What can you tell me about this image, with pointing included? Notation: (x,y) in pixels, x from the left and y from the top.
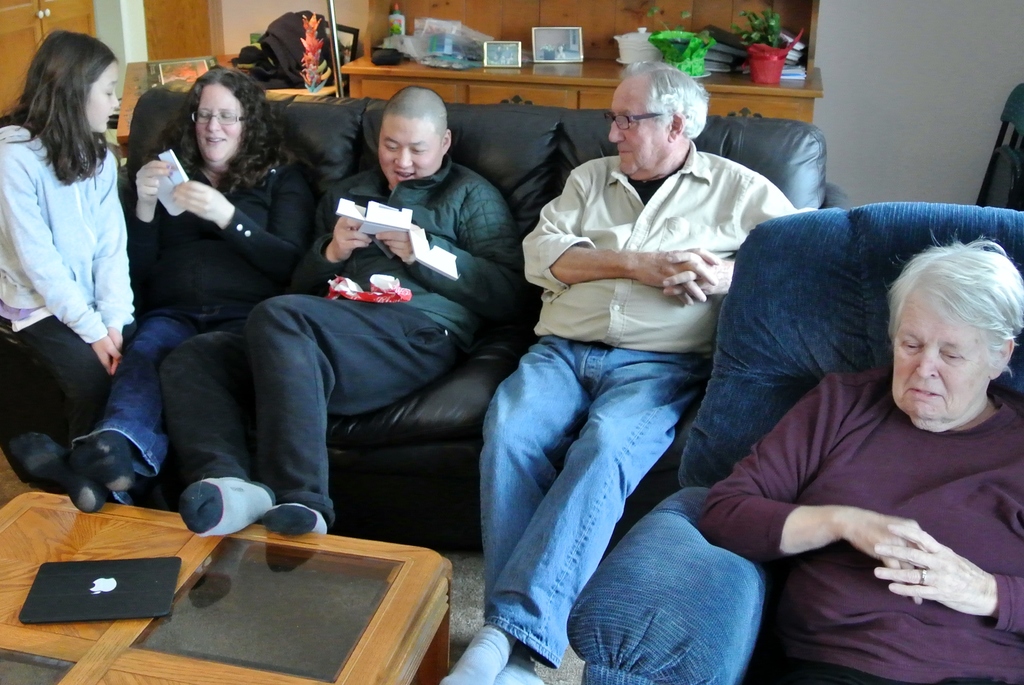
There are group of people (536,269) sitting in sofa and there is a table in front of them which has mac book (106,590) on it.
